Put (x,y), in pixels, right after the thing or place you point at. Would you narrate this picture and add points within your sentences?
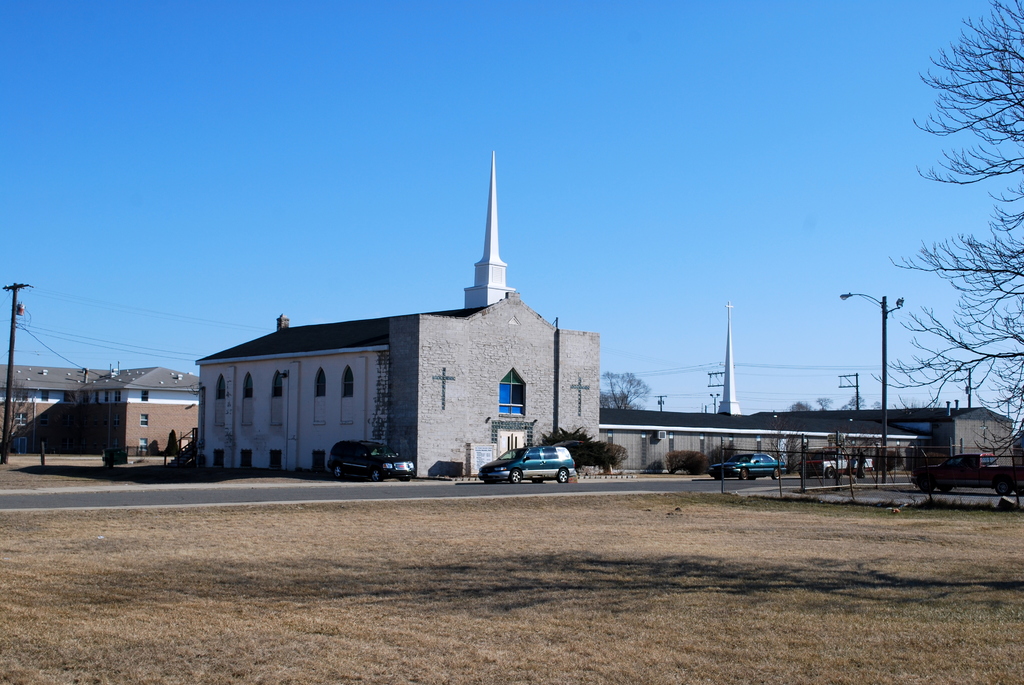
In this image there are so many buildings (114,405), beside that there are some cars (552,462) on the road (734,482) and trees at the ground (976,598).
